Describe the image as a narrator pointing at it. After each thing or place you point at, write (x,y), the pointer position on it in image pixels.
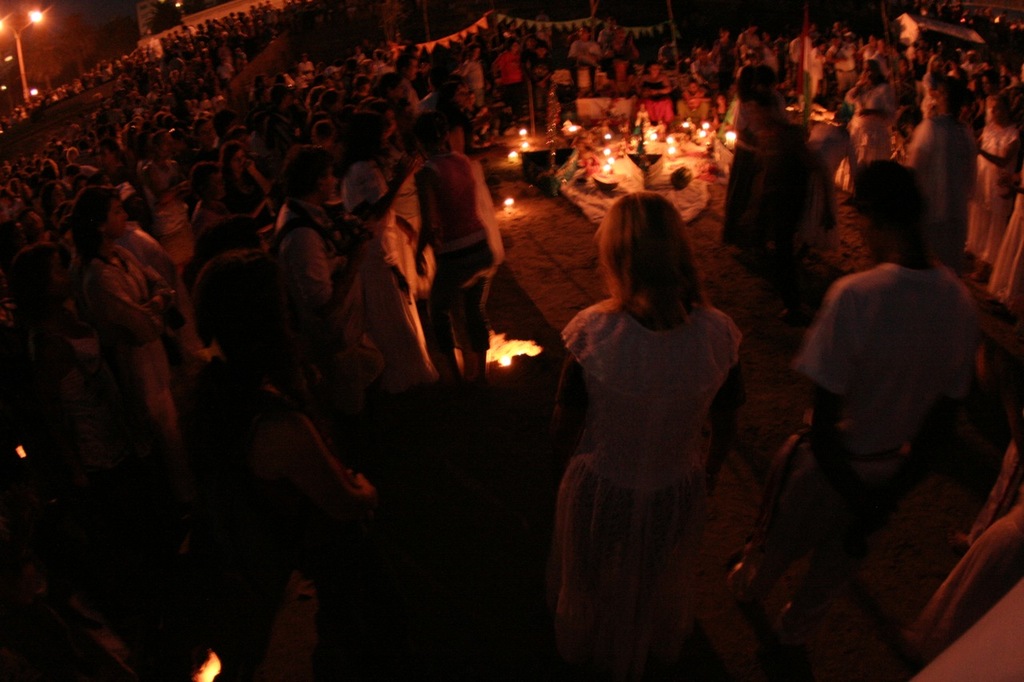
The picture might be taken in a gathering. In the center of the picture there are candles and some objects (642,162). In the picture there are a lot of people (298,112) standing. On the top left (24,69) there are street lights (24,69).
